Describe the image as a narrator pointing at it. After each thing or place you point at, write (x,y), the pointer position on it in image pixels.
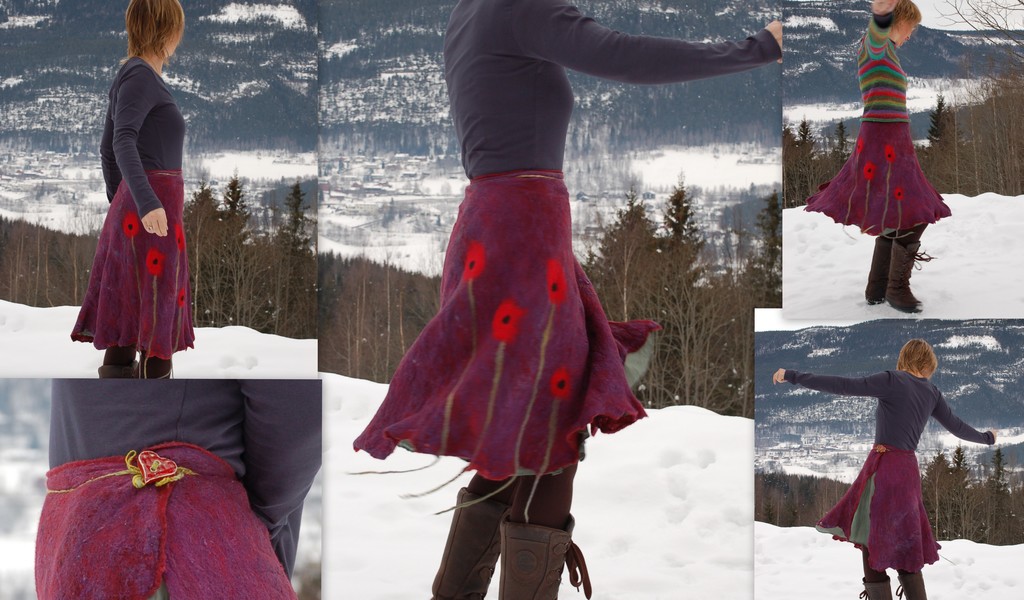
To the bottom left of the image (272,552) there is a lady (199,499) with a blue t-shirt (216,423) and pink skirt (178,529). Above that there is a lady (157,296) with a blue t-shirt (135,152) and pink skirt (132,276) is standing on the snow (64,333). Behind her there are trees (232,284) and mountains (115,70) covered with snow (88,107). And in the middle of the image (492,258) there is a lady (505,187) standing on the snow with the blue t-shirt (523,85) and pink skirt (502,395). Behind her there are trees (603,253) and mountains (593,128) covered with snow (710,157). To the top right of the image (874,79) there is a lady (885,103) with colorful t-shirt (882,113) and pink skirt (856,215) is standing on the snow (952,266), and behind her there are trees (965,150) and mountains (837,84) covered with snow (910,98). To the right bottom of the image (899,431) there is a lady (895,409) with a blue t-shirt (890,393) and pink skirt (898,482) is standing on the snow (815,569) and behind her there are trees (775,487) and mountains (987,353) covered with snow (979,341).
